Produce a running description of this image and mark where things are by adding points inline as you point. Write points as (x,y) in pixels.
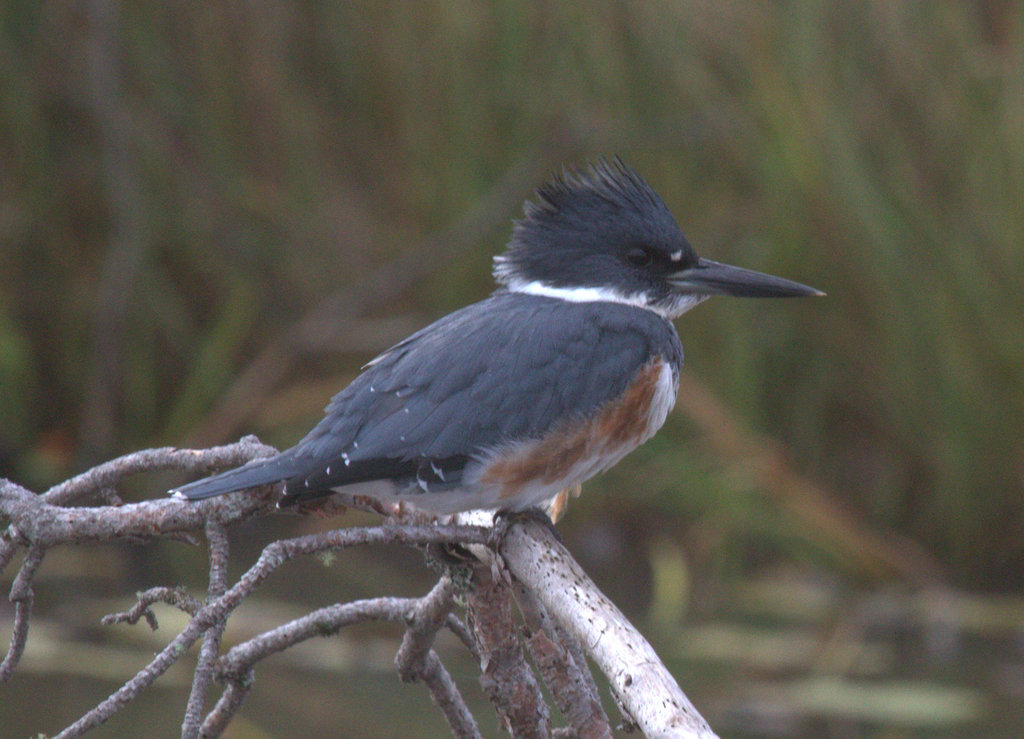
In this image I can see a bird (474,358) which is black, white and brown in color is standing on a tree branch (446,602) which is cream and ash in color. In the background (289,367) I can see few trees (309,225) which are blurry.
